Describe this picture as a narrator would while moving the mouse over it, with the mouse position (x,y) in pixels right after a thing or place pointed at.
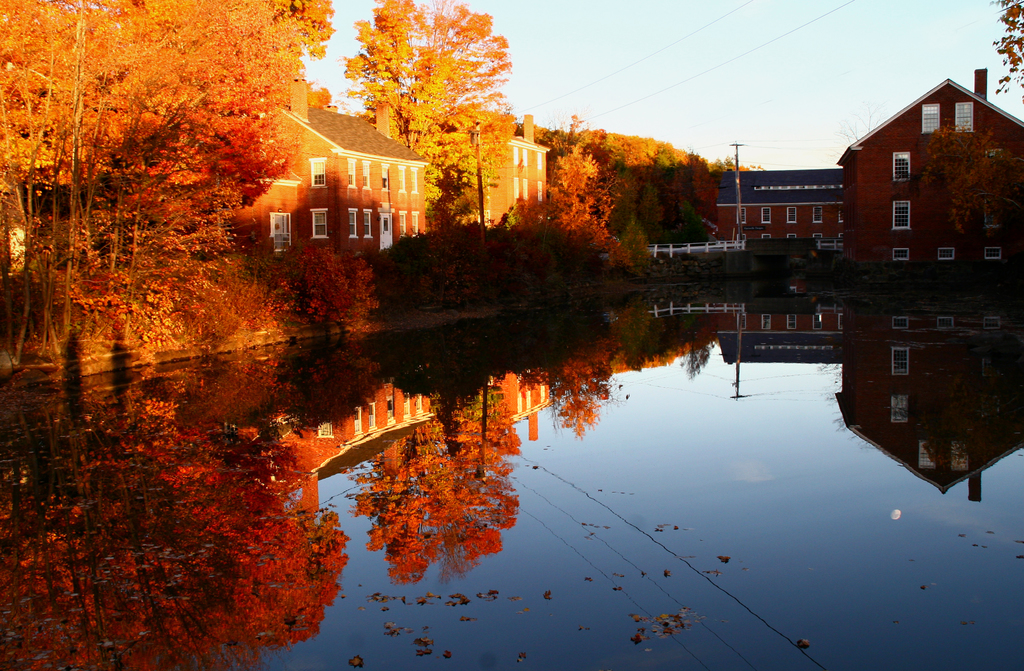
In front of the image there is water (673,522). In the background of the image (500,209) there are buildings (896,232), trees (963,144). There is a metal fence (694,252). There is a current pole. At the top of the image (728,42) there is sky (676,20).
